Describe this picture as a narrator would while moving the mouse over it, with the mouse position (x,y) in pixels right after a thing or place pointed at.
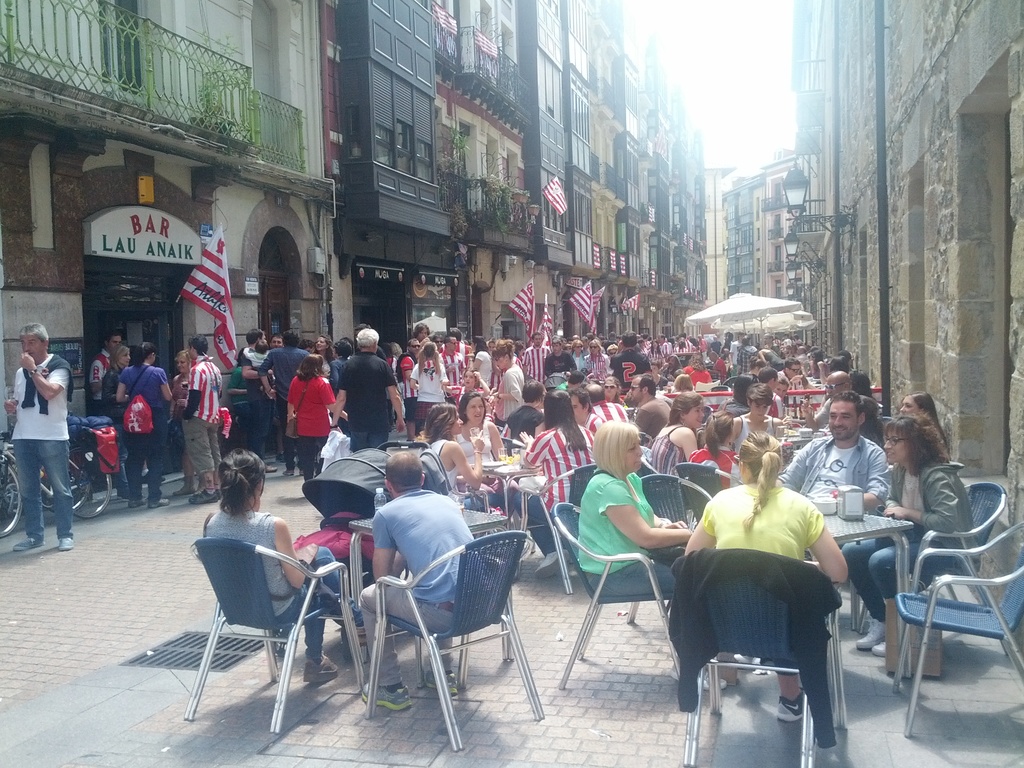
As we can see in the image, there are lots of people (454,564). Some of them are walking on road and few of them are sitting and there are flags (216,282), buildings (409,192) and plants (485,212).
